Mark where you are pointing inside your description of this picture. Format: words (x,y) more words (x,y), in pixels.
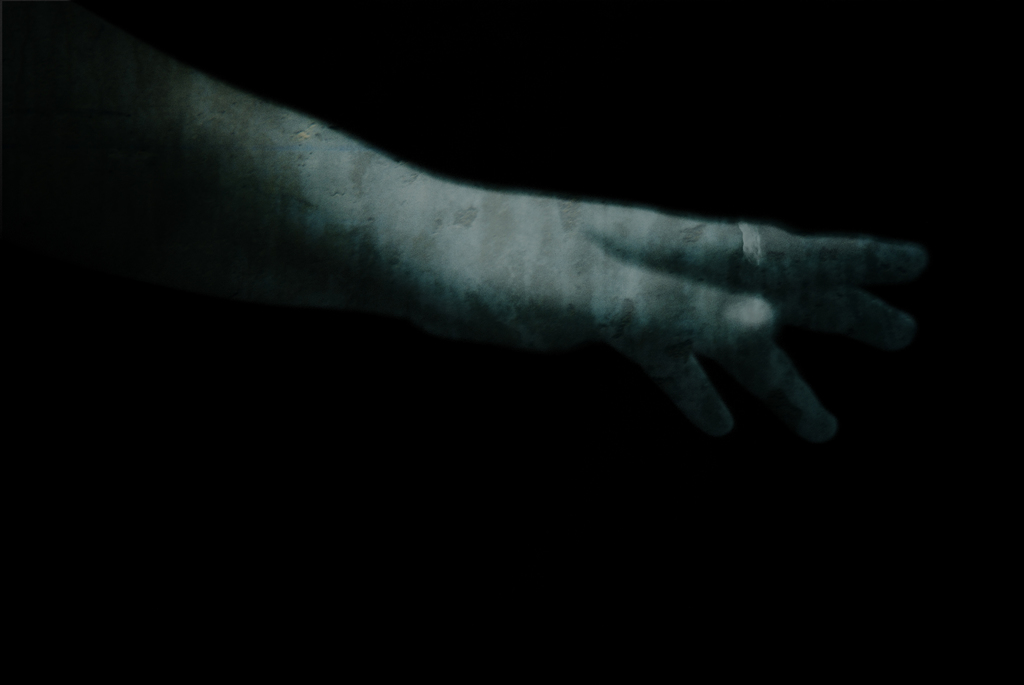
In this picture we can observe a human hand (577,278). There is a ring (747,233) to the finger (749,256). In the background (630,145) it is completely dark.
